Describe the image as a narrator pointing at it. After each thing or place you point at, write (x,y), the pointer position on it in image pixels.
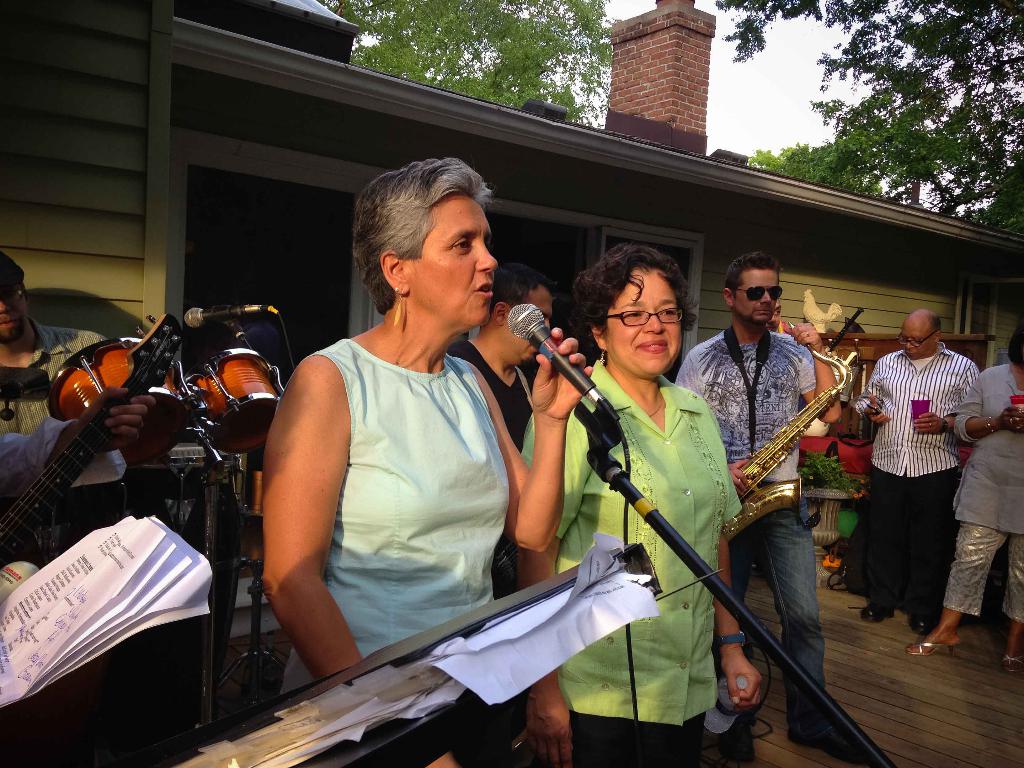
In this image a woman (507,450) is holding a mike stand (766,641). Beside her there is a woman (695,484) holding a bottle (717,691). There is a person (755,411) holding a musical instrument (774,495) is standing on the wooden floor (912,700). Right side (978,566) two persons (898,534) are standing and they are holding some object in their hands (1002,418). Behind them there is a wooden furniture (872,346) having an object (833,313) on it. Beside them there is a pot (830,495) having a plant (846,482) in it. Left side (59,454) a person (51,442) is holding a guitar (86,430). Behind him there is a person (30,340). Before him there is a musical instrument (169,404) and a mike stand (232,316). Top of the image (949,192) there are few trees (972,103). Behind there is sky (771,96). Bottom of the image (330,674) there is a board (257,721) having few papers (297,730) on it.
